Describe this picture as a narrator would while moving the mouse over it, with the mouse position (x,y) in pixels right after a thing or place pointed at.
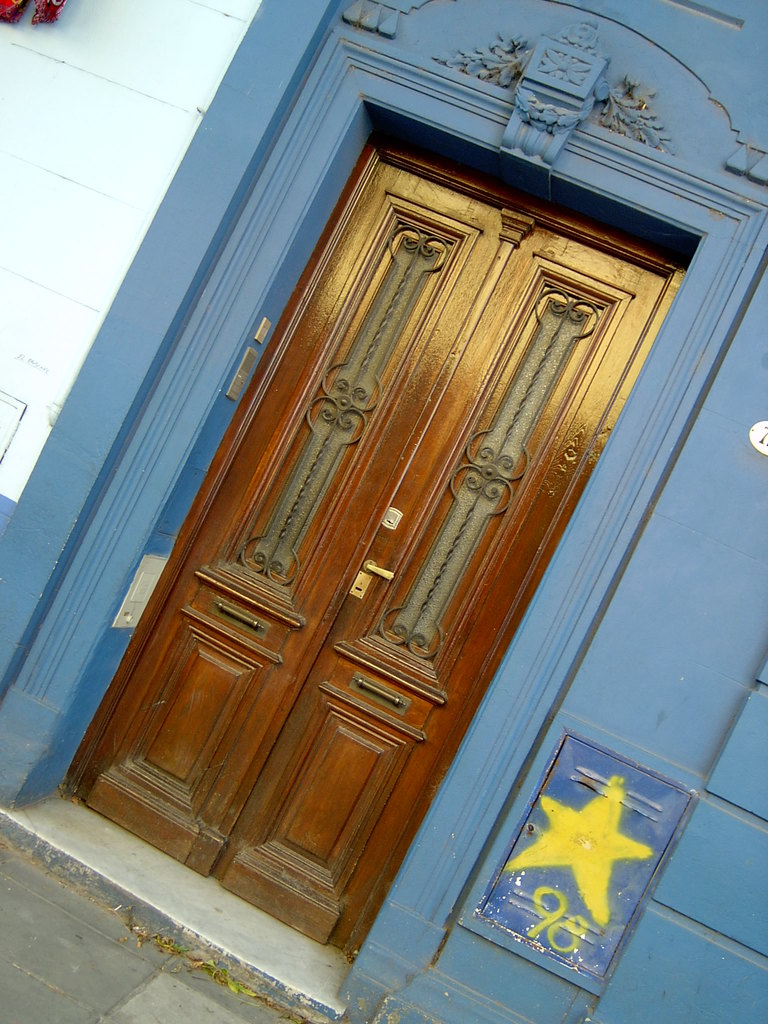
In this image we can see there is a building (247,143) with closed doors (297,668).
